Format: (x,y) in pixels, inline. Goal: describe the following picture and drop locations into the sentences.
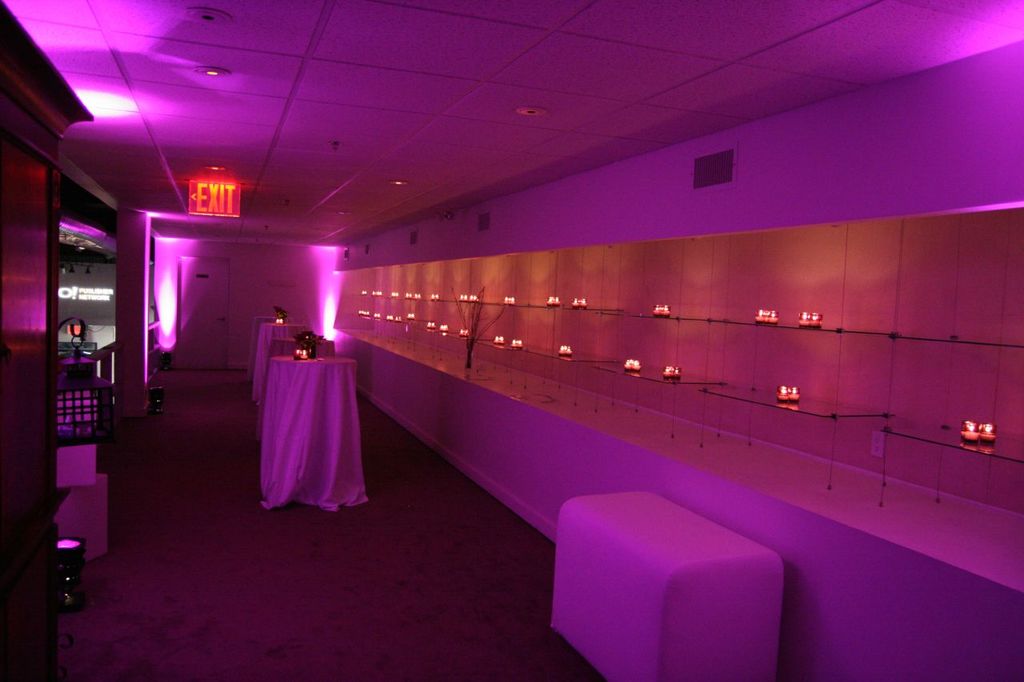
In this image in the center (346,421) there are some tables (330,408), and at the bottom (667,577) there is one stool (670,564). On the right side (890,458) there is a wall (753,371) and lights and plant (467,329), and on the left side (134,318) there are some boards (75,293), pillars (130,316) and some other objects (75,415). On the top (221,103) there is ceiling (209,97) and some lights (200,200), at the bottom (223,542) there is a floor (296,586).
